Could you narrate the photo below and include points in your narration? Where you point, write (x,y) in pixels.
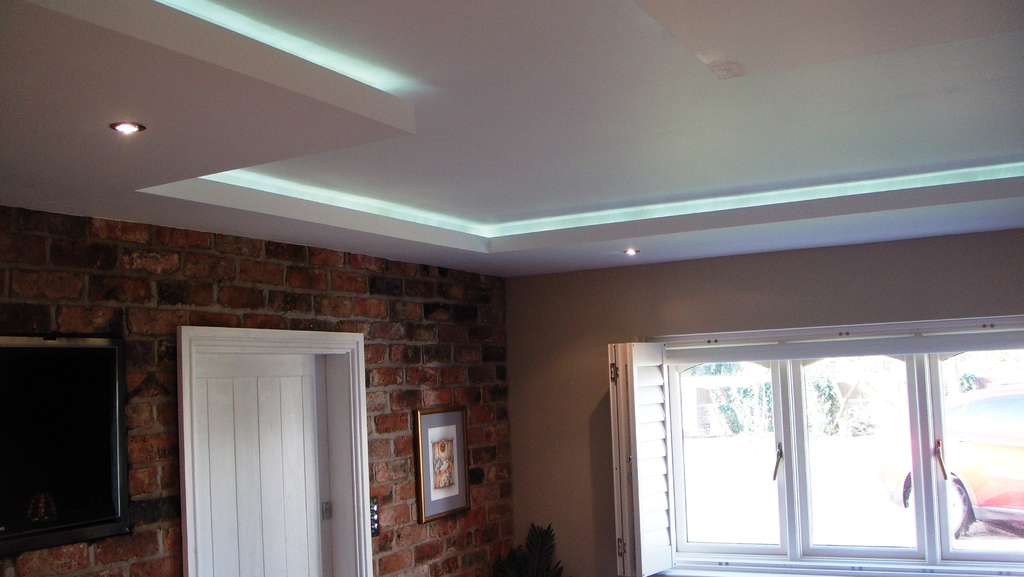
In this image, we can see the wall (479,382), photo frame (438,473), door (204,458), glass windows (863,463) with handles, television (19,538) and houseplant (530,551). Through the glasses (952,510) we can see plants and vehicle (973,475). At the top of the image (568,188), we can see the ceiling (452,181) and lights (244,174).
